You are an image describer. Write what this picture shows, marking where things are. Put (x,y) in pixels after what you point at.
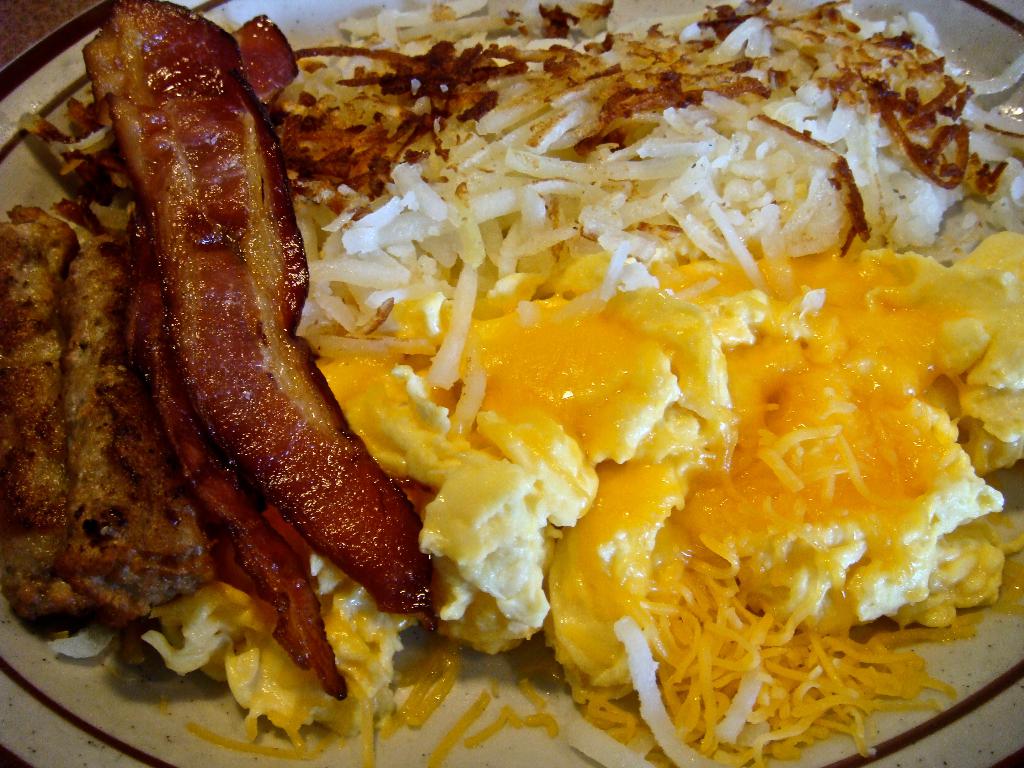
It is a zoomed in picture of a plate (259,4) of food items (688,456).
